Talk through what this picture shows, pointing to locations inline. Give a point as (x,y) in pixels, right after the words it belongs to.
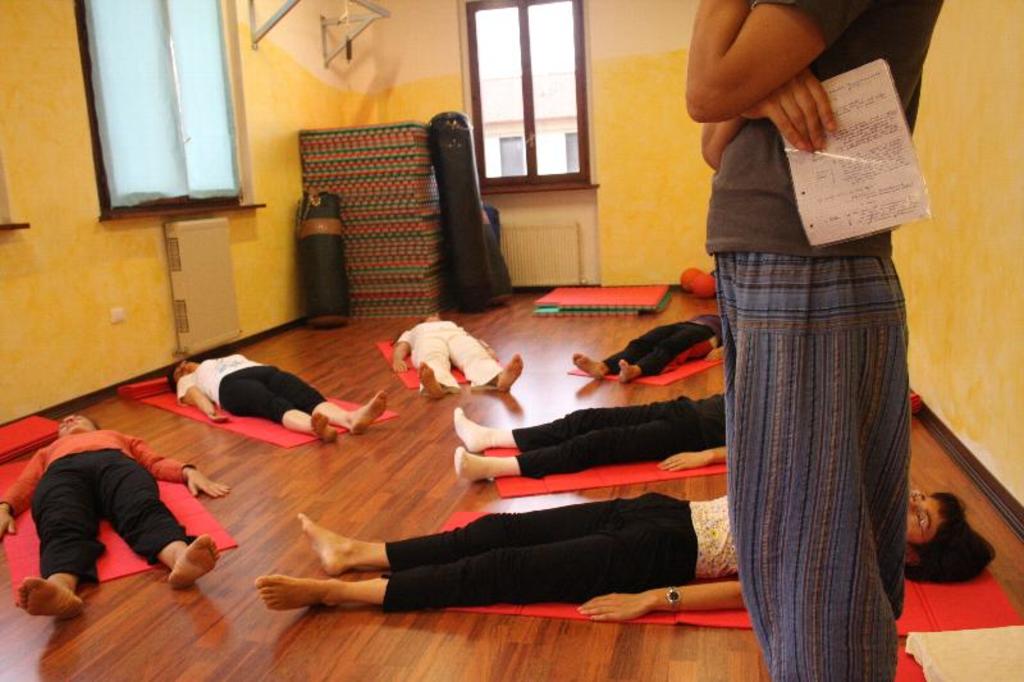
In this image there are a few people (523,462) lay on the mat (195,519) which is on the floor (396,633) and there is a person (801,285) standing and holding a paper (837,153) with some text (824,169), there are a few objects (579,292) on the floor (357,491). In the background (132,160) there is a wall (50,268) with windows (224,100) and there is a metal structure (322,20) is attached.
